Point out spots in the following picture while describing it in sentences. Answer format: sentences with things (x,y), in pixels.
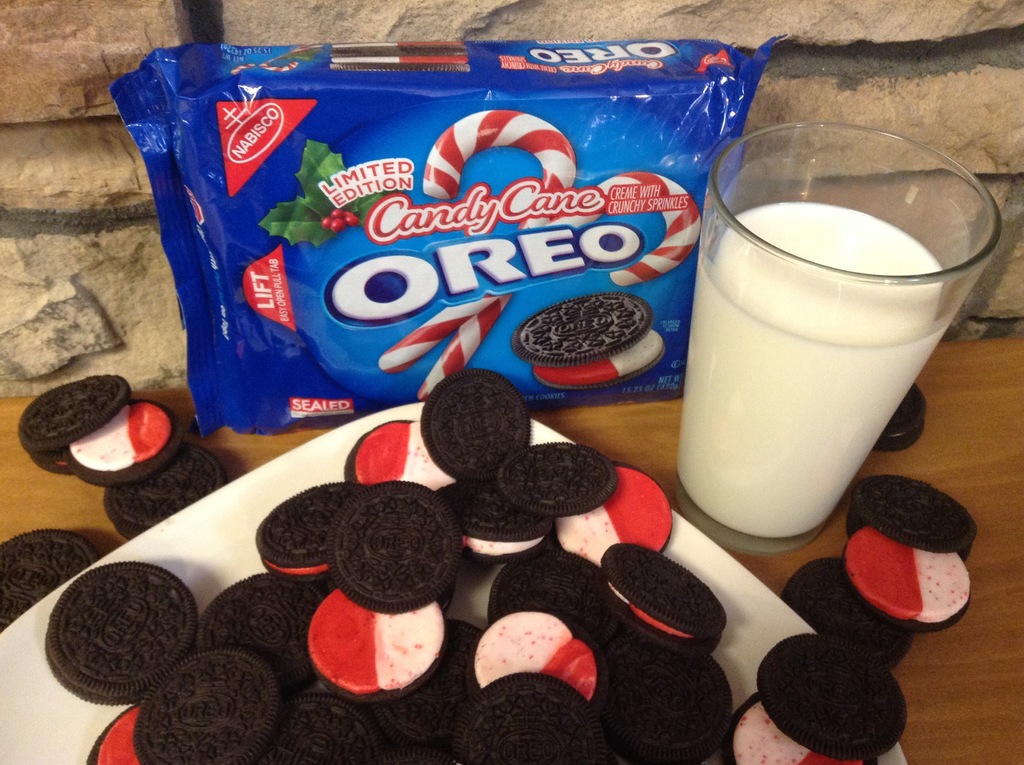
In this image, we can see cream biscuits (719,720) on the plate (230,537) and wooden surface (964,746). Here there is a packet (423,286) and glass (834,346) with milk (821,344). Background (29,258) we can see stone wall (87,164).
